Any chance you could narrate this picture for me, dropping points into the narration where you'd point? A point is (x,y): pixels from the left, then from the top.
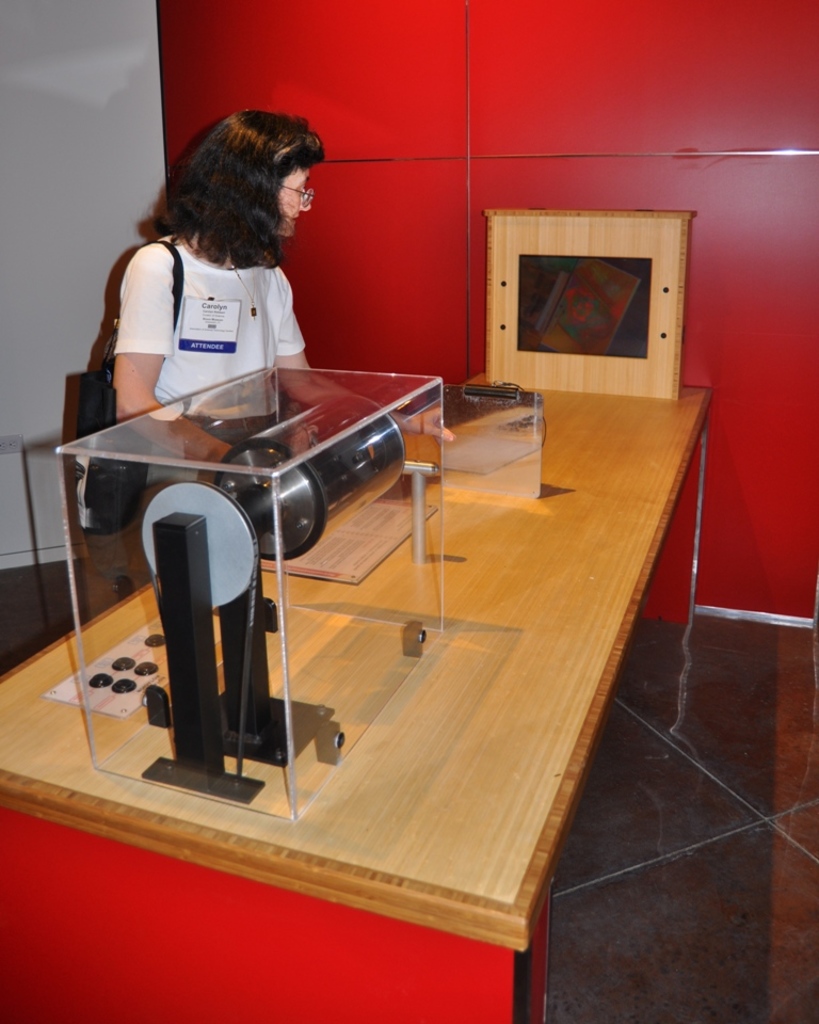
She is standing. She is wearing a bag (81,510). There is a table (471,566). There is a machine (360,468) on a table (473,580).
